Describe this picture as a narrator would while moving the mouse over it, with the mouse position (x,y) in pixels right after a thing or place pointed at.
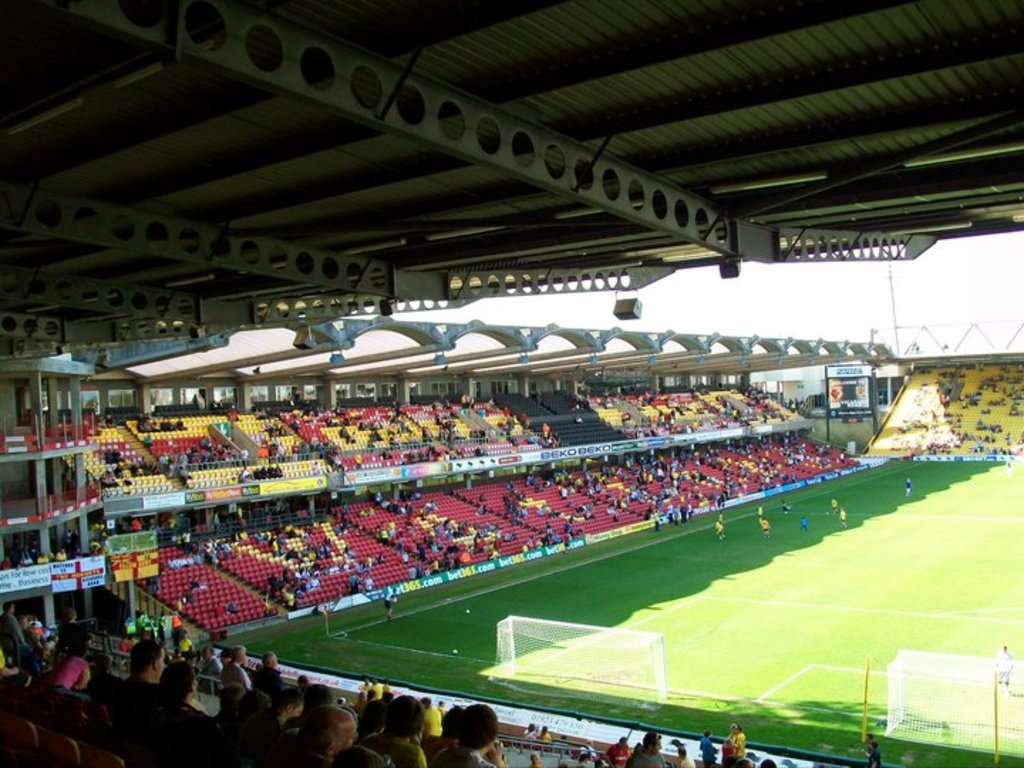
In this image we can see the inside view of the stadium (348,253) that includes the audience (345,427), ground (249,642), sports net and players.
